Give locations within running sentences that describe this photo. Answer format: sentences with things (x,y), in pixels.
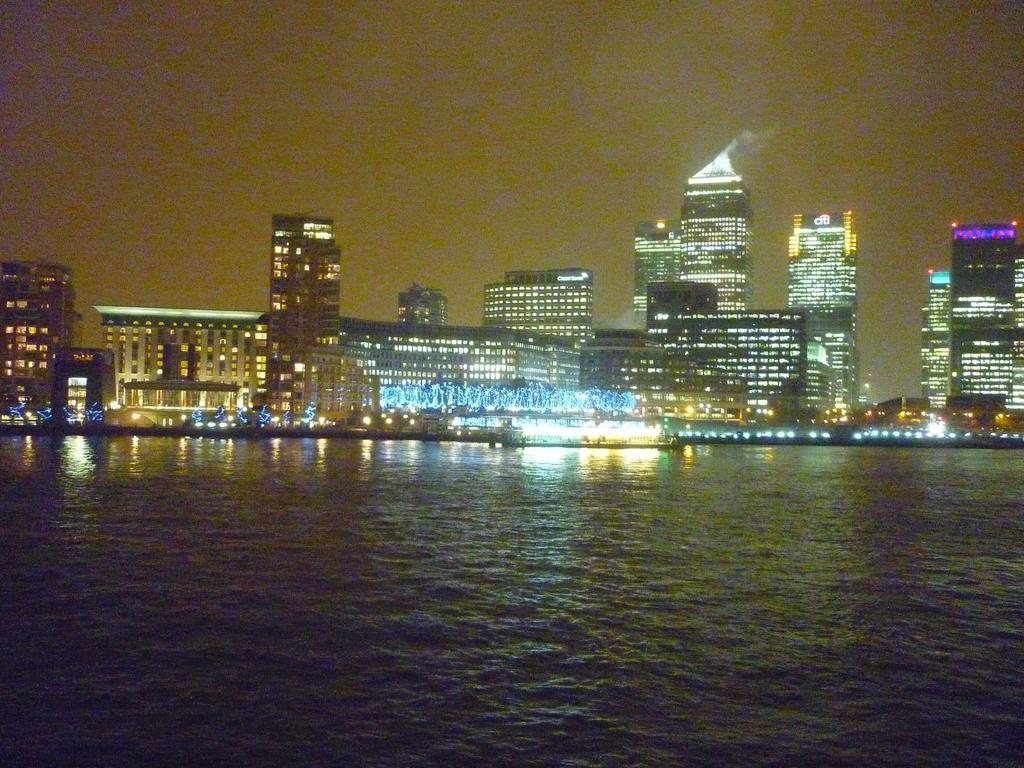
This is an image clicked in the dark. At the bottom (290,611) there is a river (539,570). In the background (383,380), I can see many buildings (575,369) and lights (593,412). At the top of the image (397,142) I can see the sky (292,112).
